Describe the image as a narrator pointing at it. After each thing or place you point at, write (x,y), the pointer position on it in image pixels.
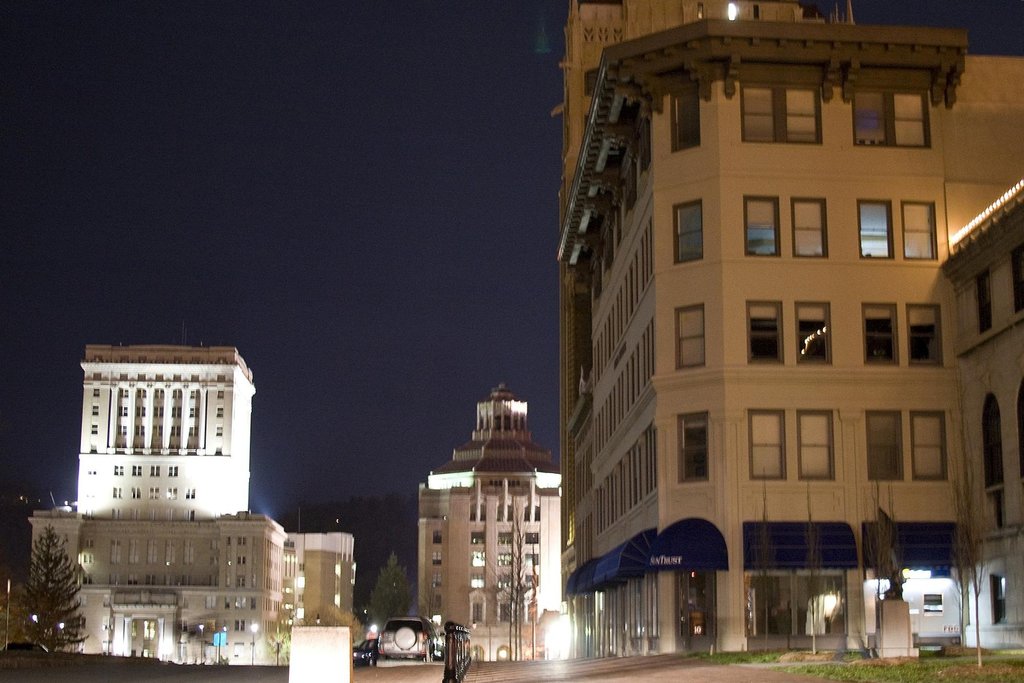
In this picture I can see vehicles (395,655) on the road (383,670), there are trees (376,598), buildings (127,624), lights (170,653), and in the background (389,263) there is the sky (387,268).
